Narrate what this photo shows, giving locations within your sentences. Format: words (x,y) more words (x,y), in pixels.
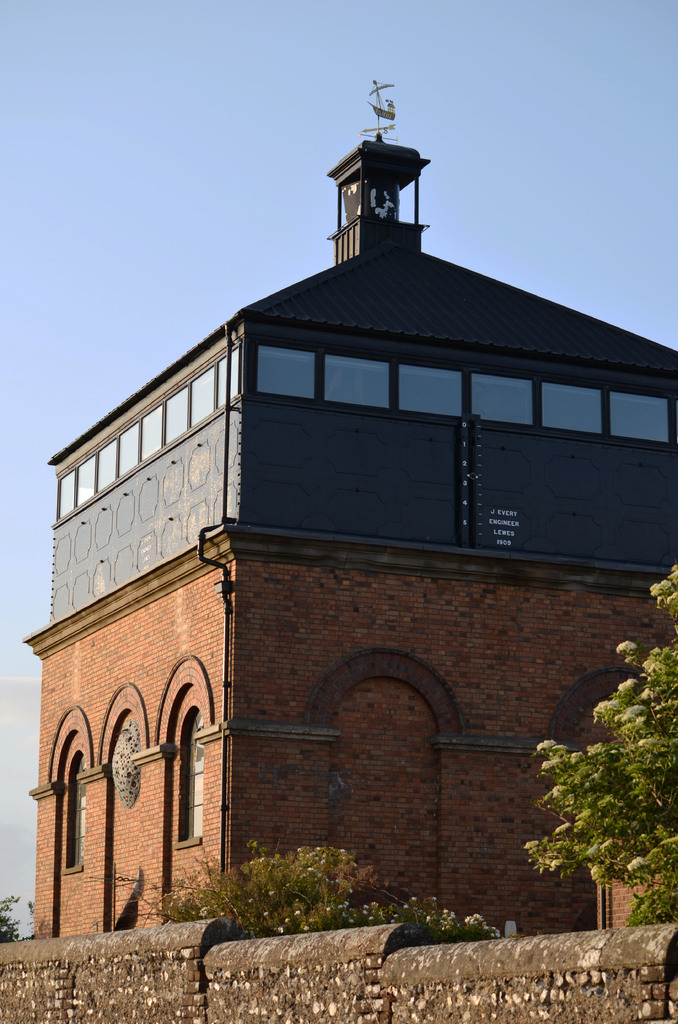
In this image in front (657,834) there are plants (341,925). There is a building (358,704). Beside the building (268,656) there is a wall (410,976). In the background of the image (252,233) there is sky (121,271).
